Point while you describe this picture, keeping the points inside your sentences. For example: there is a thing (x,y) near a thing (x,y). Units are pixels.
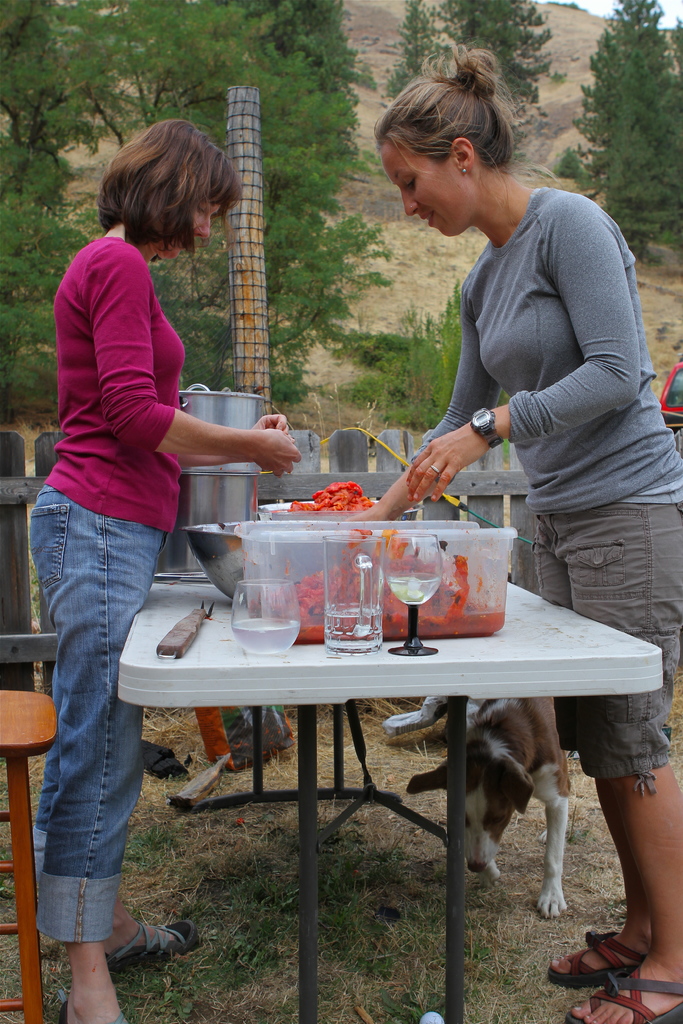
In this image I can see two women (511,216) are standing around this table (616,683). I can also see few glasses (288,629) and a container (438,621). In the background (330,119) I can see a dog (474,774) and few trees (351,58).
